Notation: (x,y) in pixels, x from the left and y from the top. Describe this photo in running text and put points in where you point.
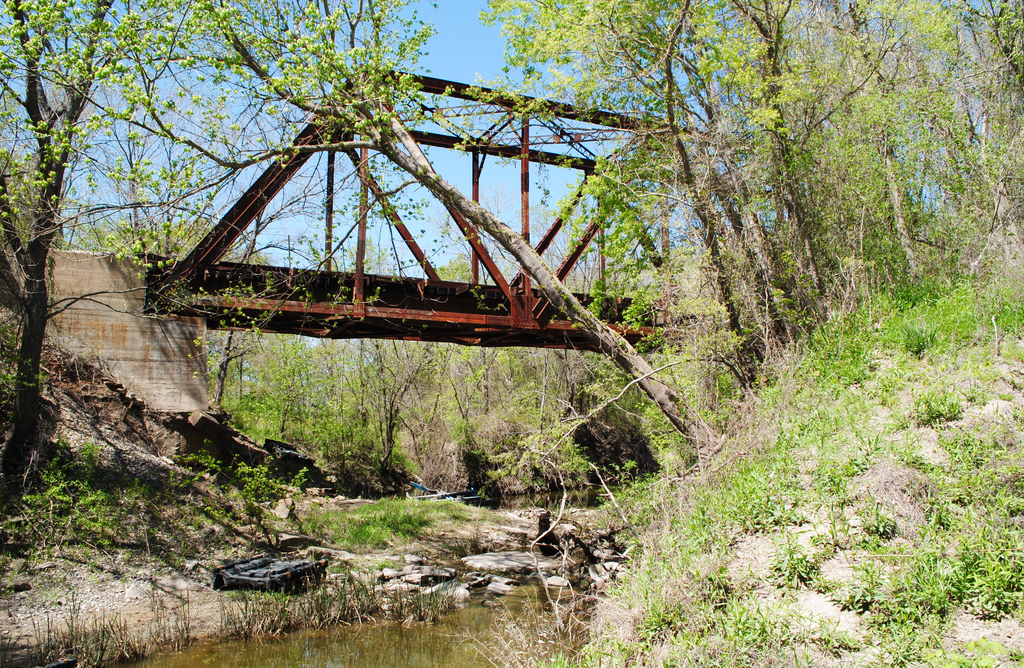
In this image there is a water surface (312,658), land (793,414), trees (797,153), in the background (90,261) there is a bridge (570,259) and the sky (482,64).
